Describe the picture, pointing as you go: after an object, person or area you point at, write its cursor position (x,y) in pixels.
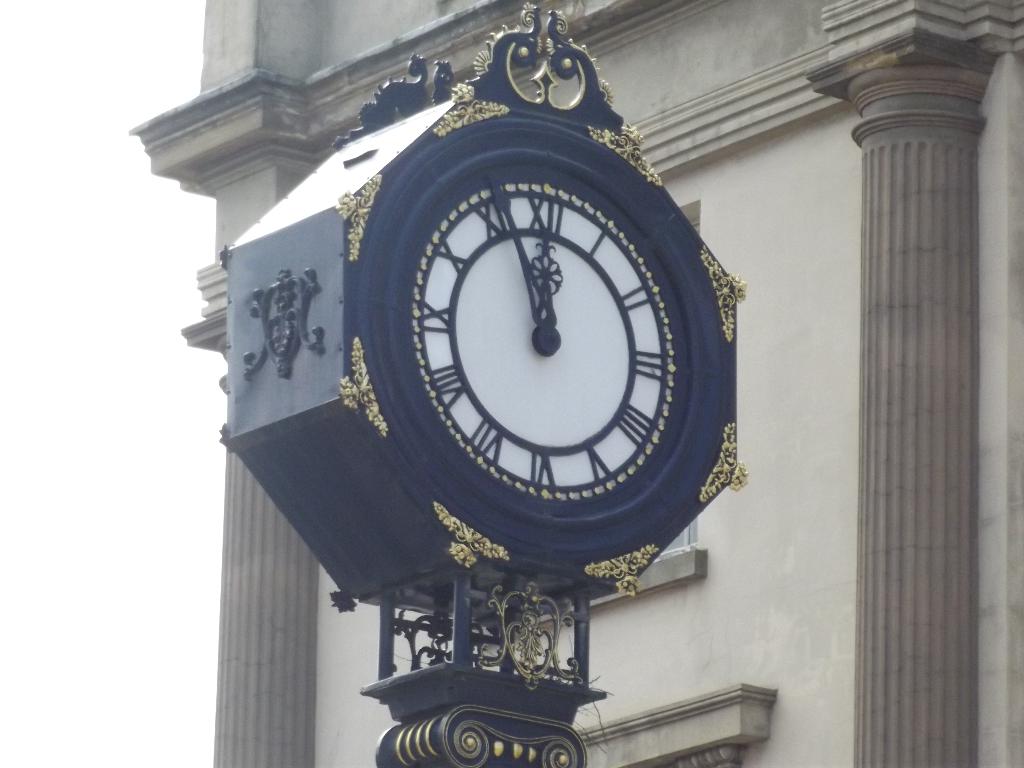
In this image we can see one clock (524,564) with a pillar (511,697) in the middle of the image (546,495), one truncated building (901,525) in the background (716,738) and there is a white background (114,484) on the left side of the image (176,555).
